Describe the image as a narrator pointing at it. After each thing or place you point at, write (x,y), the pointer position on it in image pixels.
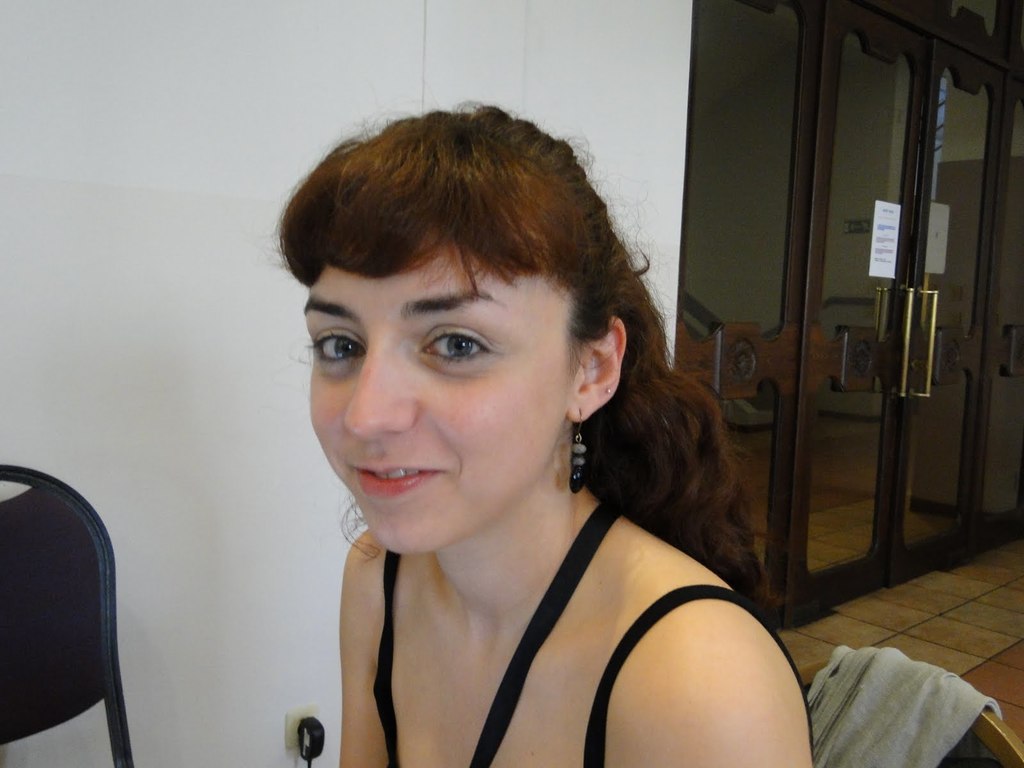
As we can see in the image there is a white color wall (144,137), door (953,133) and a woman (606,472) sitting on chair (896,722).
